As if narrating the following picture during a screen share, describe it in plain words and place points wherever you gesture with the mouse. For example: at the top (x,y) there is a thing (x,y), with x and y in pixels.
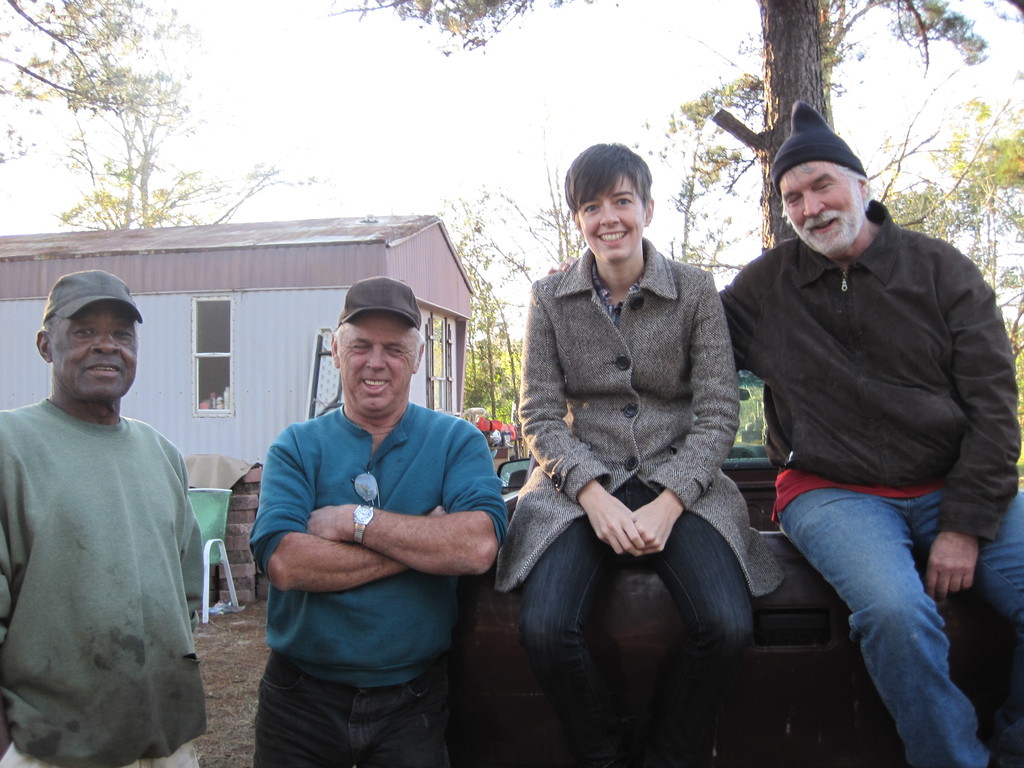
In this image we can see two people (654,389) sitting, next to them there are people (354,551) standing. In the background (205,401) there is a shed (196,409) and we can see trees (61,95). There is sky (425,115).
